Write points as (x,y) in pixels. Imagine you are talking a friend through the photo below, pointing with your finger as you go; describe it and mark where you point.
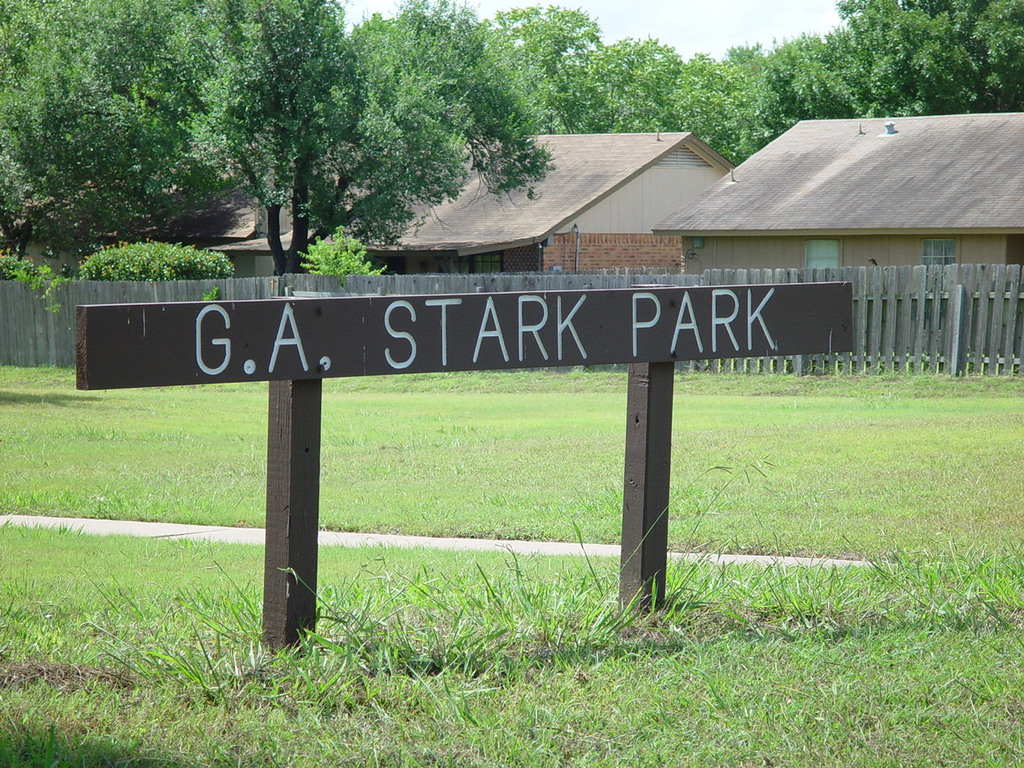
In this picture we can see a board (549,334) in the front (555,291), at the bottom (749,678) there is some grass (717,704), in the background (909,178) we can see trees (646,96) and houses (776,151), there is the sky (674,21) at the top of the picture (661,27).
